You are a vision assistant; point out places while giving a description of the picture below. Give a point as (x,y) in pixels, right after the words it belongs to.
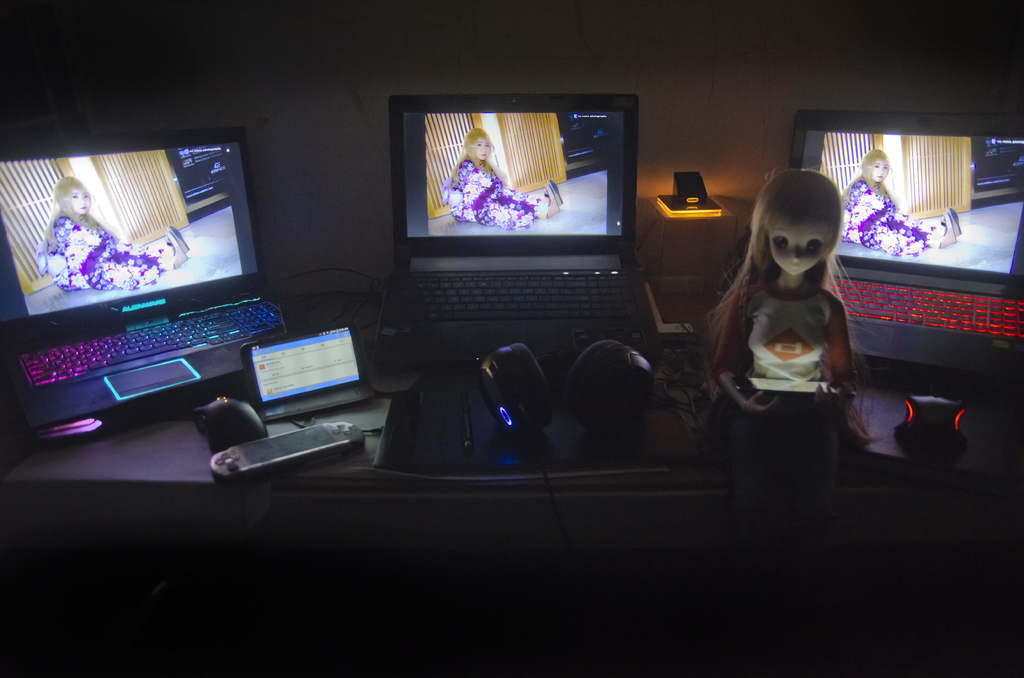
This is a table (196,480). On the table (157,474) there are laptops (895,325), remote (286,453), mouses (910,441), tab (314,384), and a toy (844,345). In the background (1004,111) there is a wall (948,83).
